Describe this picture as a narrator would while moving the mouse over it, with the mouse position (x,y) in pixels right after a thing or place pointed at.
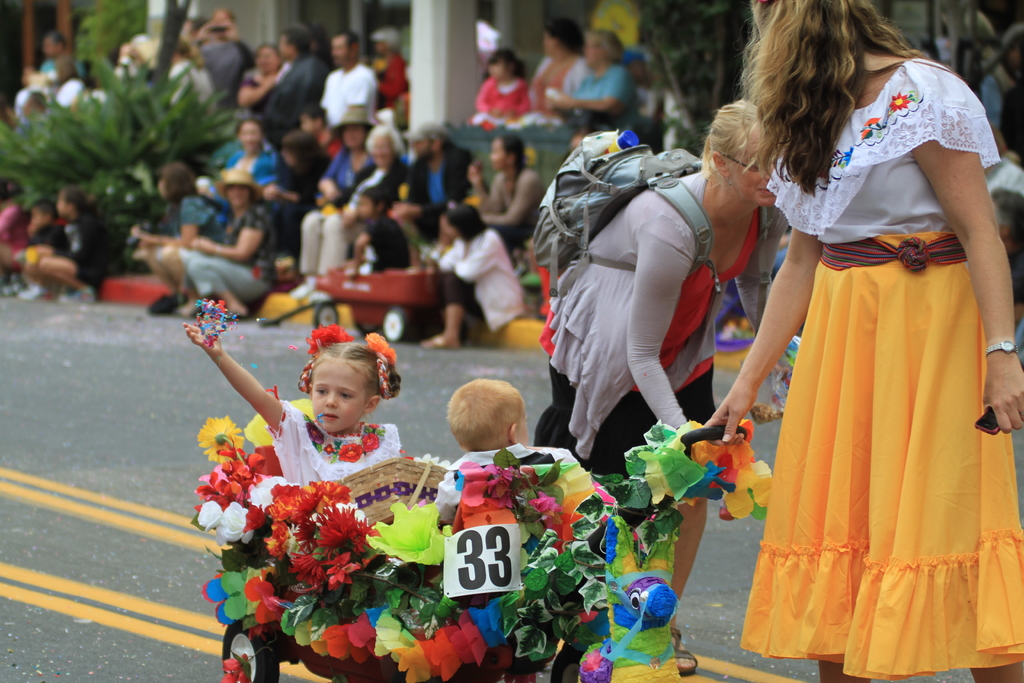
In the image we can see there is a woman (846,246) standing and holding a handle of a cart (524,500) in which kids (378,437) are sitting. Behind there are other people (417,154) sitting and the image is little blurry at the back (641,64).
